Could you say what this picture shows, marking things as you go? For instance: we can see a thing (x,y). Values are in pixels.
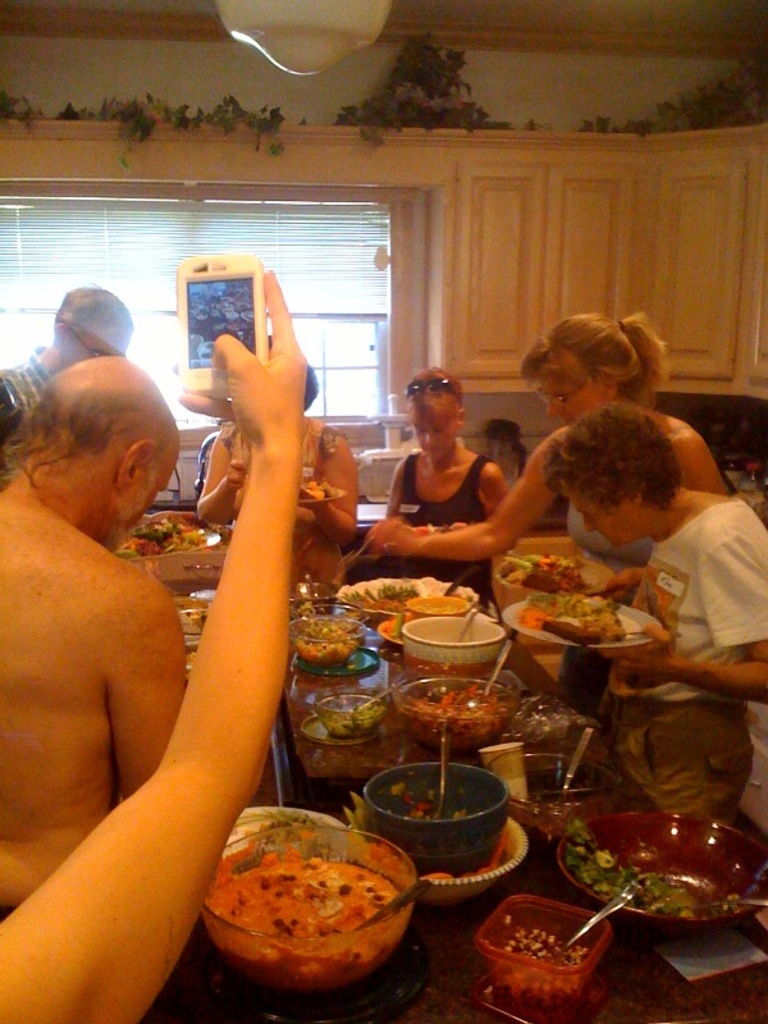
Here in this picture we can see number of people (631,562) present and in between them we can see a table (487,754), on which we can see number of bowls (416,864) and plates (387,611) full of food (643,881) present and in the front (204,777) we can see a hand (266,690) with mobile phone (258,288) in hand (272,371) and capturing pictures and behind them we can see window flaps (65,223) present on the windows (165,395) and beside that we can see cup boards (488,258) present.
